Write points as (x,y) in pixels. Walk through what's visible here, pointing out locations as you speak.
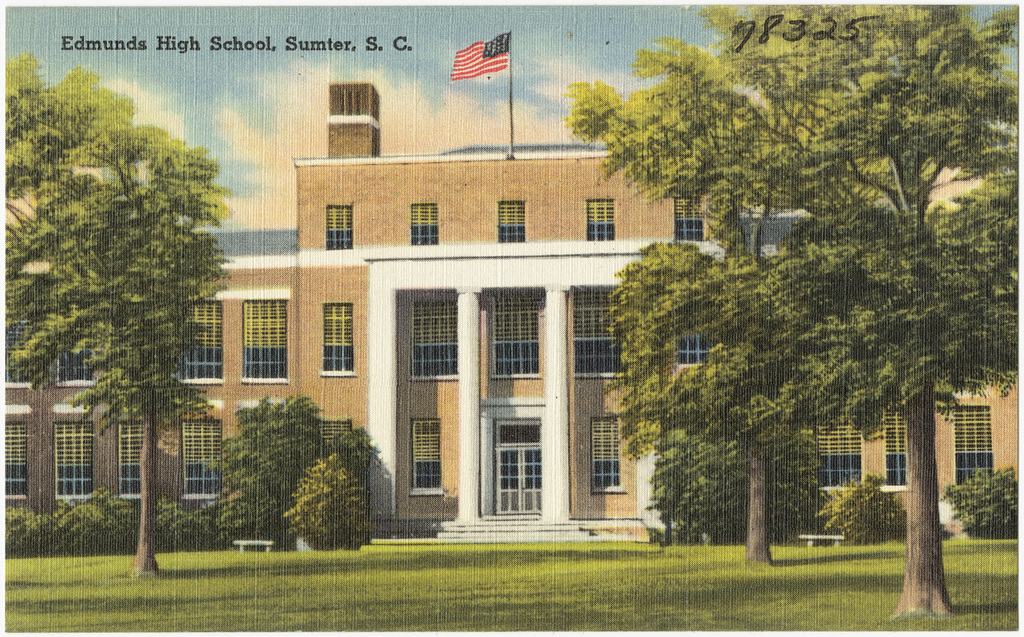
In this picture we can see a poster (628,292), in this poster (158,361) we can see grass (591,585), plants (266,525), trees (135,279), building (483,250), benches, flag pole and sky (416,77). At the top of the image (414,47) we can see text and number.
